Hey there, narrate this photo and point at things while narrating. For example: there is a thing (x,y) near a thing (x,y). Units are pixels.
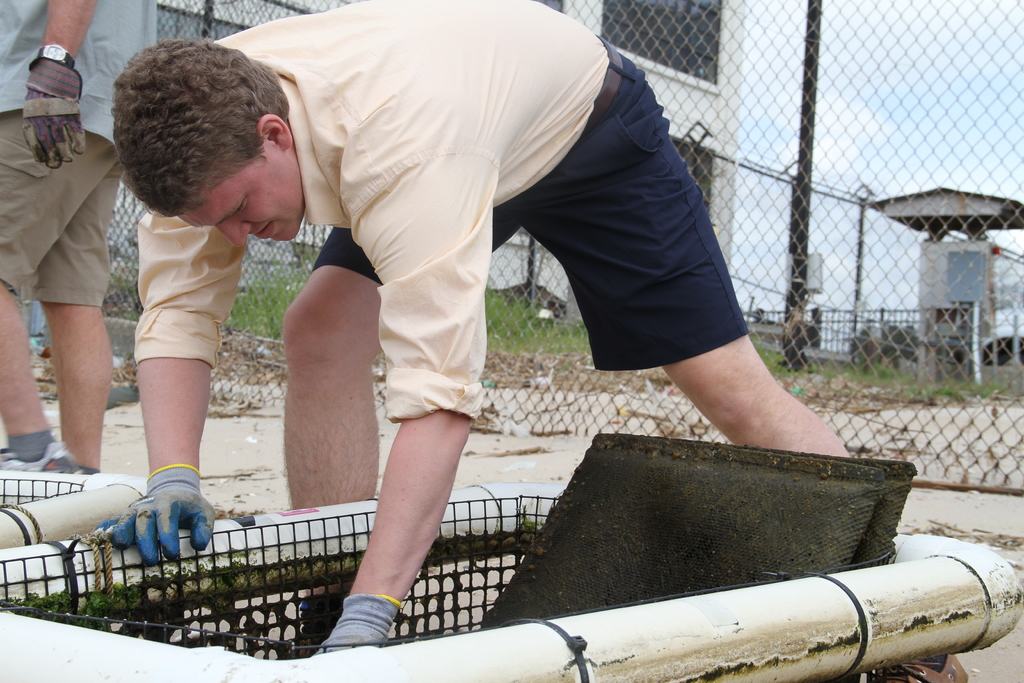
The man (448,103) in cream shirt (173,275) who is wearing gloves (174,495) is doing something. Beside him, we see a man (21,25) in grey T-shirt (6,27) is standing. Behind him, we see a fence (887,248) and beside that, we see a building (644,41) and a pole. In the background (852,311), we see a railing (817,311). In the right top of the picture (900,167), we see the sky (873,285).
